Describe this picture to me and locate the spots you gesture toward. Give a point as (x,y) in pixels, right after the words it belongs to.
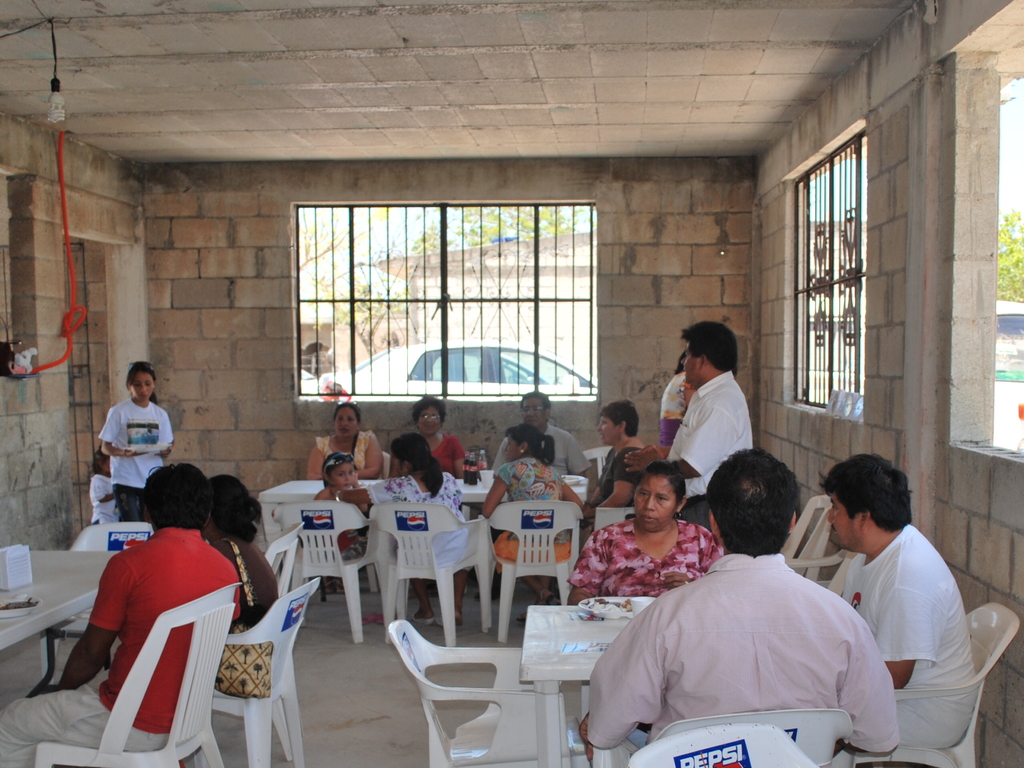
A group of people (4,743) are sitting on the chairs (432,561) and having food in the middle of an image (471,382) there is a window (515,392) there is a car (477,369) left side of an image (230,394) there is a wall (54,413).
